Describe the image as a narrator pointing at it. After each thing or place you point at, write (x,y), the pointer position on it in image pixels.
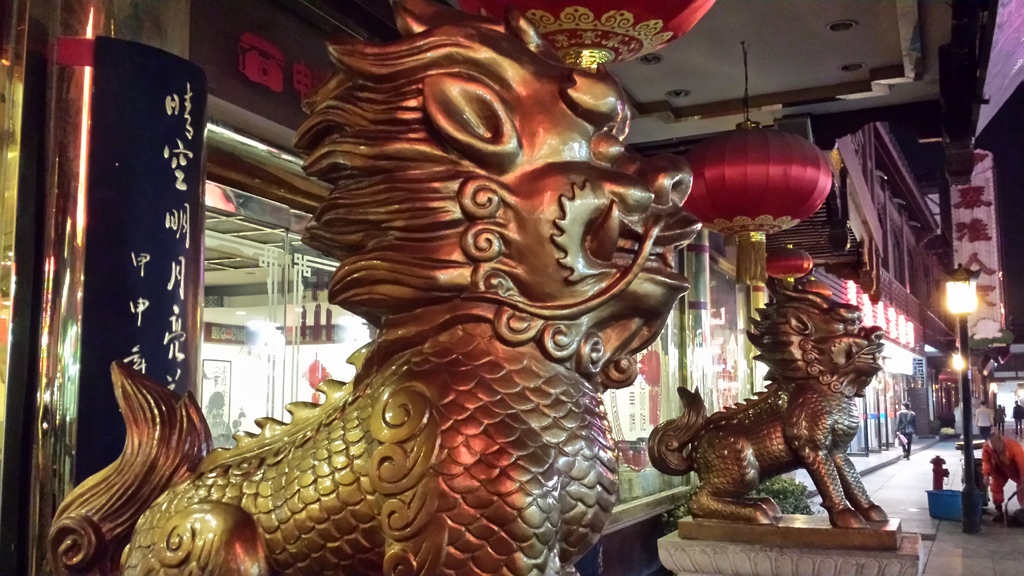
In this image we can see two golden animal statues (591,425). Right side of the image (1007,445) one man (1012,459) is there who is wearing orange color uniform (1015,465) and one light pole (968,382) is present. Background of the image (967,248) shops (863,237) are there and banners (982,230) are attached to the shops (907,233).
